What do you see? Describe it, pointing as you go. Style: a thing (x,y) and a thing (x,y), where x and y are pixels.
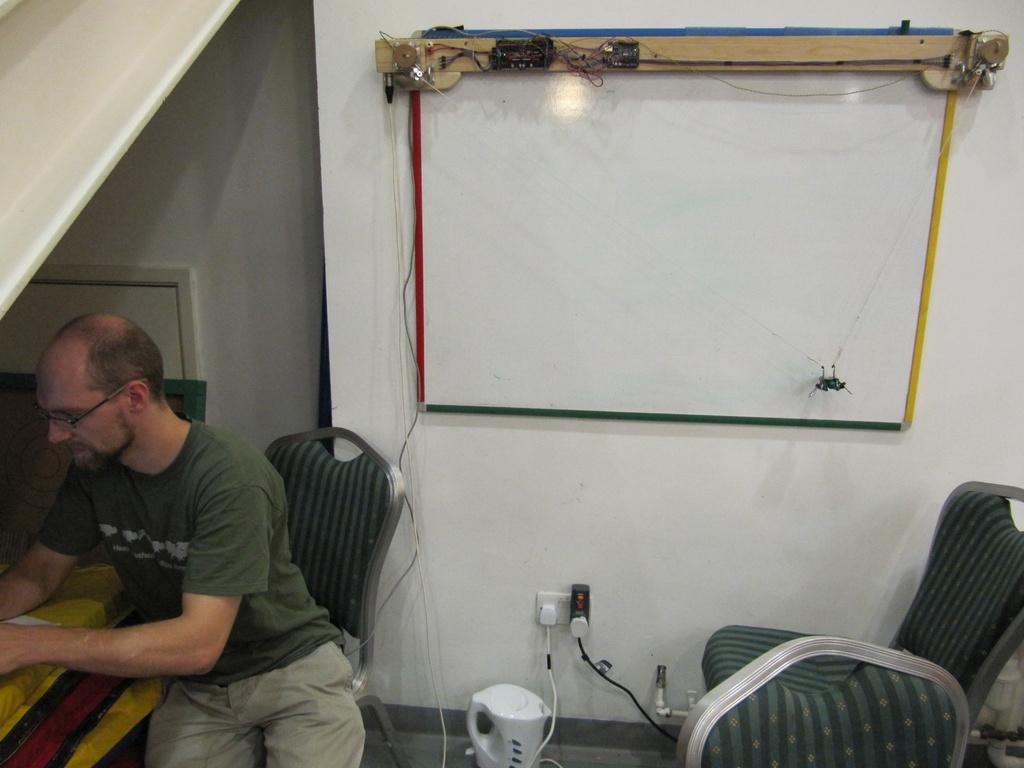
In this image on the left side (174,575) there is one person (194,579) who is sitting, and there is table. On the right side (858,714) there are chairs (773,682), at the bottom of the image (493,720) there is some object (534,710) and some wires (550,737) and switch boards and in the center (660,377) there is one board (501,259), wooden stick (965,57) and some wires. And in the top left corner (67,144) there is one board (93,163).
